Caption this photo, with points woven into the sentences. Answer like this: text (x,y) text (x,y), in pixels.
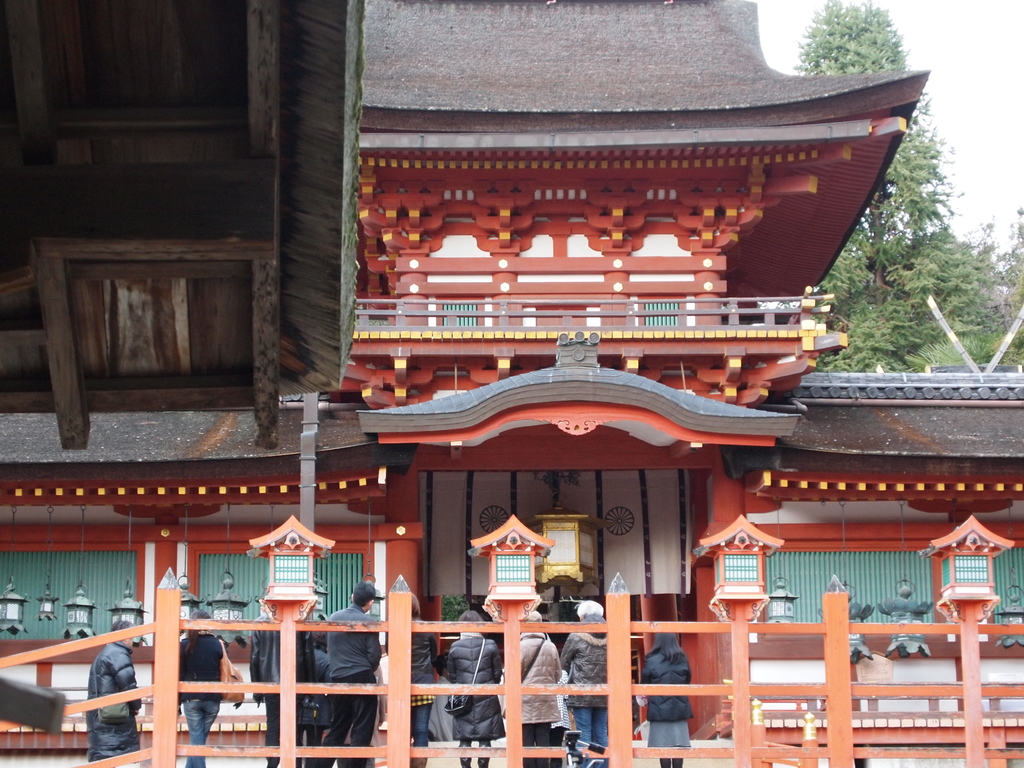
In the image we can see there are many people (414,679) wearing clothes (463,719) and this person (350,665) is wearing cap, this is a handbag (453,707), wooden building (429,447), trees (908,297) and a sky (1013,32). This is a wooden fence (749,742) and a lamp (70,616).
